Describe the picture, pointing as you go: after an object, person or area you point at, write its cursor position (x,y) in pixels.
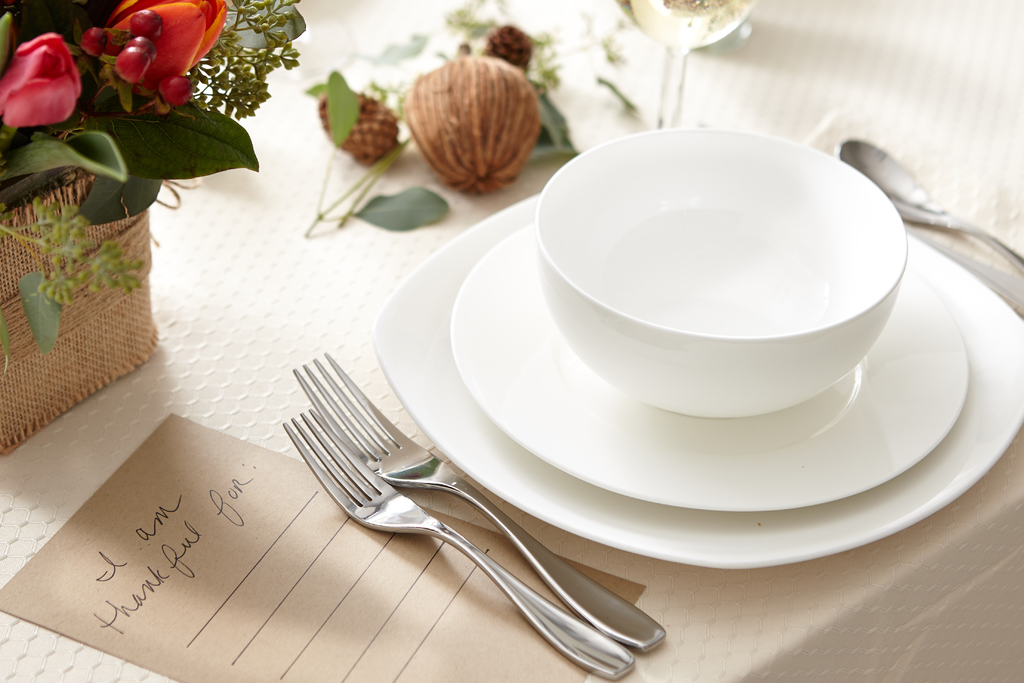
In this image we can see a table (295,270) and on the table (251,266) there are crockery (500,461), cutlery (328,430), postcard (236,533), flowers (134,195) in the basket (142,292) and a glass tumbler (670,56).
